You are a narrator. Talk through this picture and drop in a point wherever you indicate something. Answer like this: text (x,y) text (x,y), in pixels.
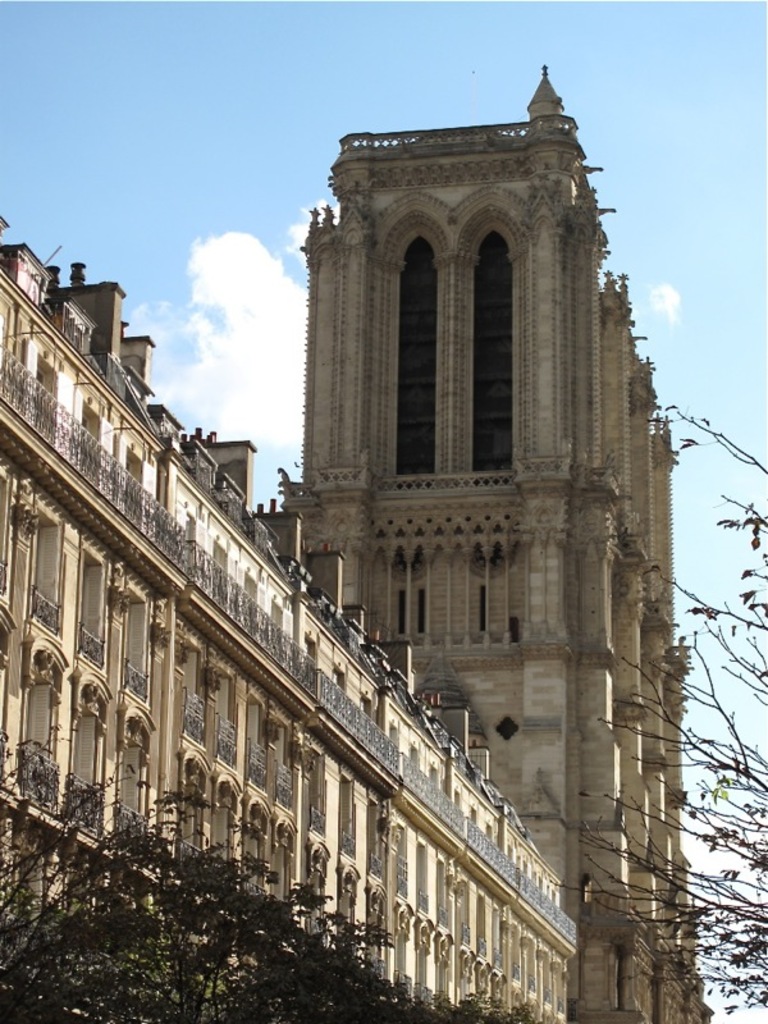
In this picture we can see trees (136,997), a building (222,739) and the sky (604,193).
